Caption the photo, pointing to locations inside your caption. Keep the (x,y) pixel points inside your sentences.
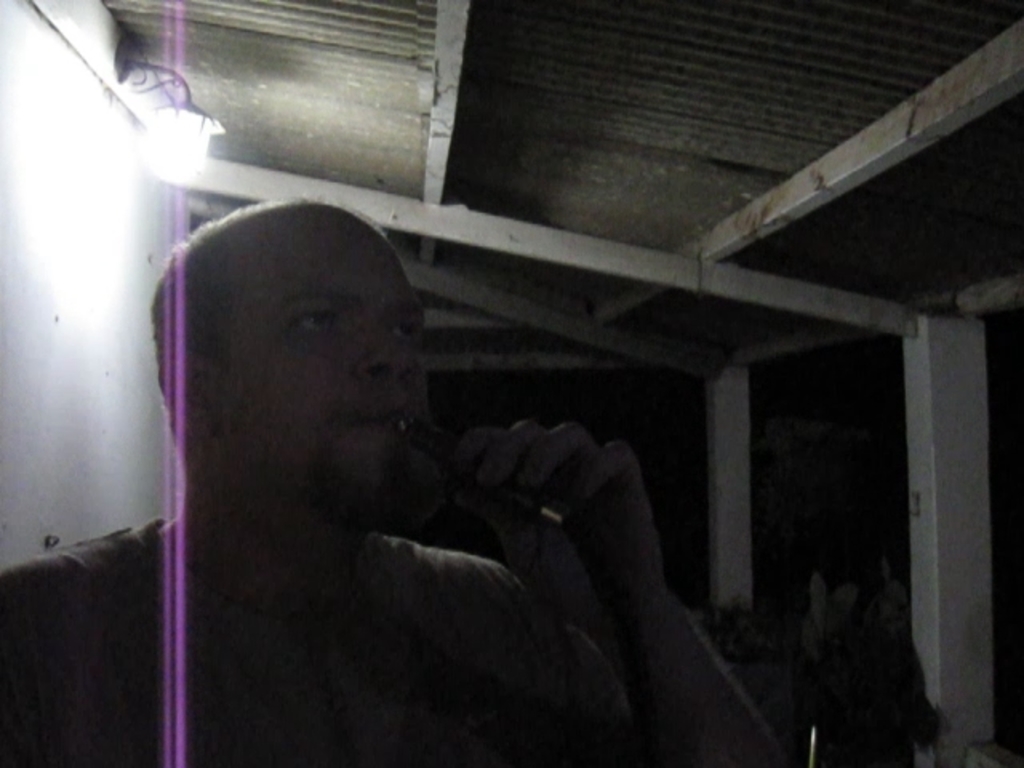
In this image I can see the person (253,606) and the person (599,640) is holding some object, background (110,143) I can see the light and I can also see the shed (568,137) and few poles (943,489).
